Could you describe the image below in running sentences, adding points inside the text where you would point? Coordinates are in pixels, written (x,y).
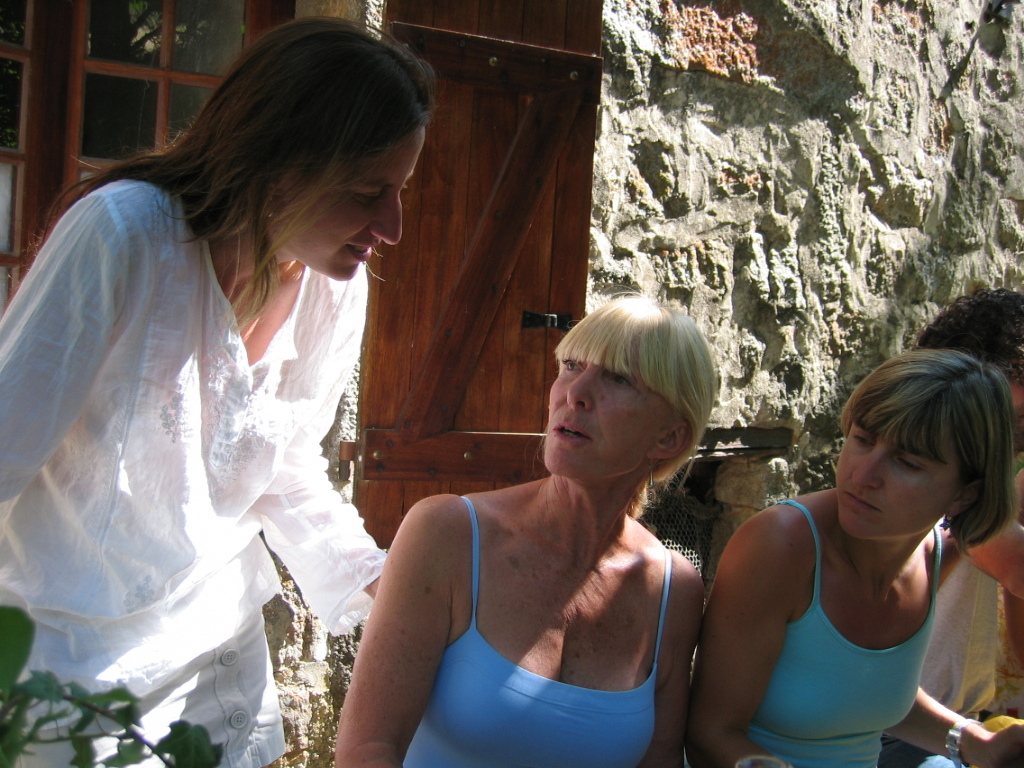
In the picture we can see a woman (207,322) standing and beside her we can see two women (843,594) are sitting, the standing woman (88,401) is wearing a white dress (200,624) and two women (850,613) who are sitting are with blue top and behind them, we can see a house (715,538) with wooden door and beside it we can see a window (148,17) with wooden frame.
